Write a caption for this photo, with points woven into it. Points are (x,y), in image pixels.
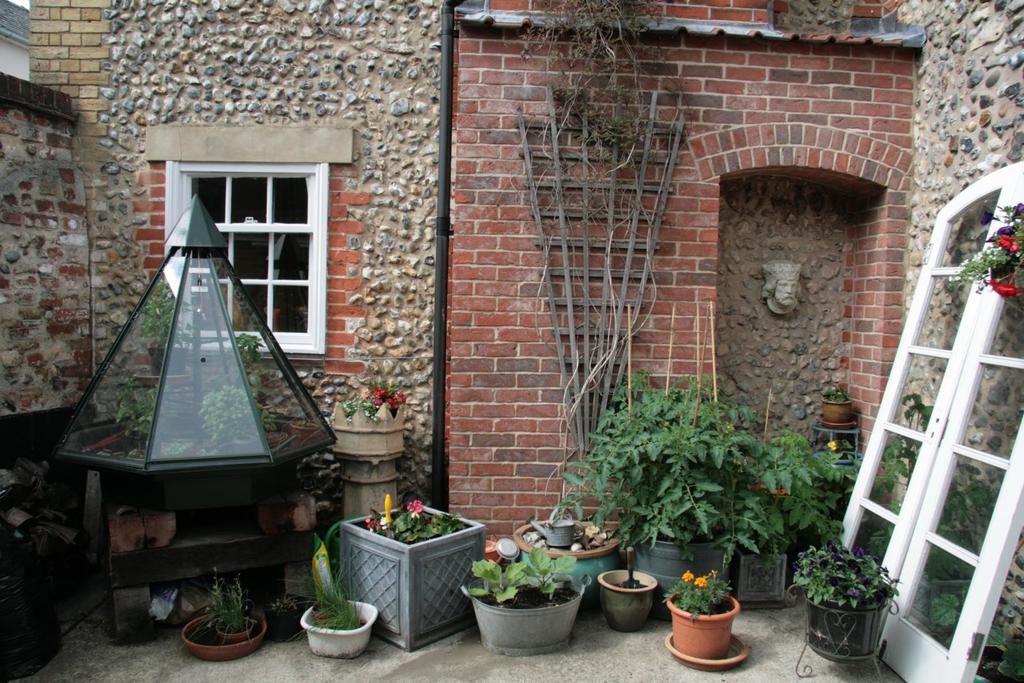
There are different types of plants (670,527) cultivated in different pots (367,541) and behind all the plants (837,560) there is a big wall (253,61) made up of bricks (159,166) and stones (279,75), in between the wall (284,144) there is a window (279,204).
